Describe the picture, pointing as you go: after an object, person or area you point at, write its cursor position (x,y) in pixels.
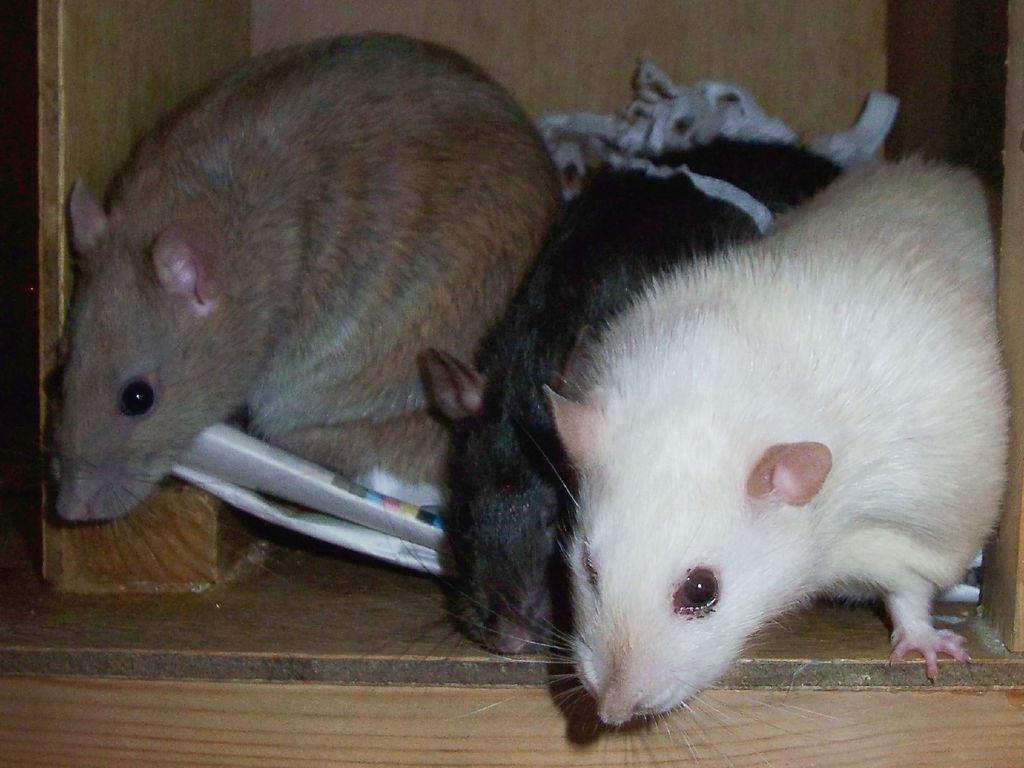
In this image we can see rats (518,380) and paper (300,491) in a wooden cupboard (19,641).
